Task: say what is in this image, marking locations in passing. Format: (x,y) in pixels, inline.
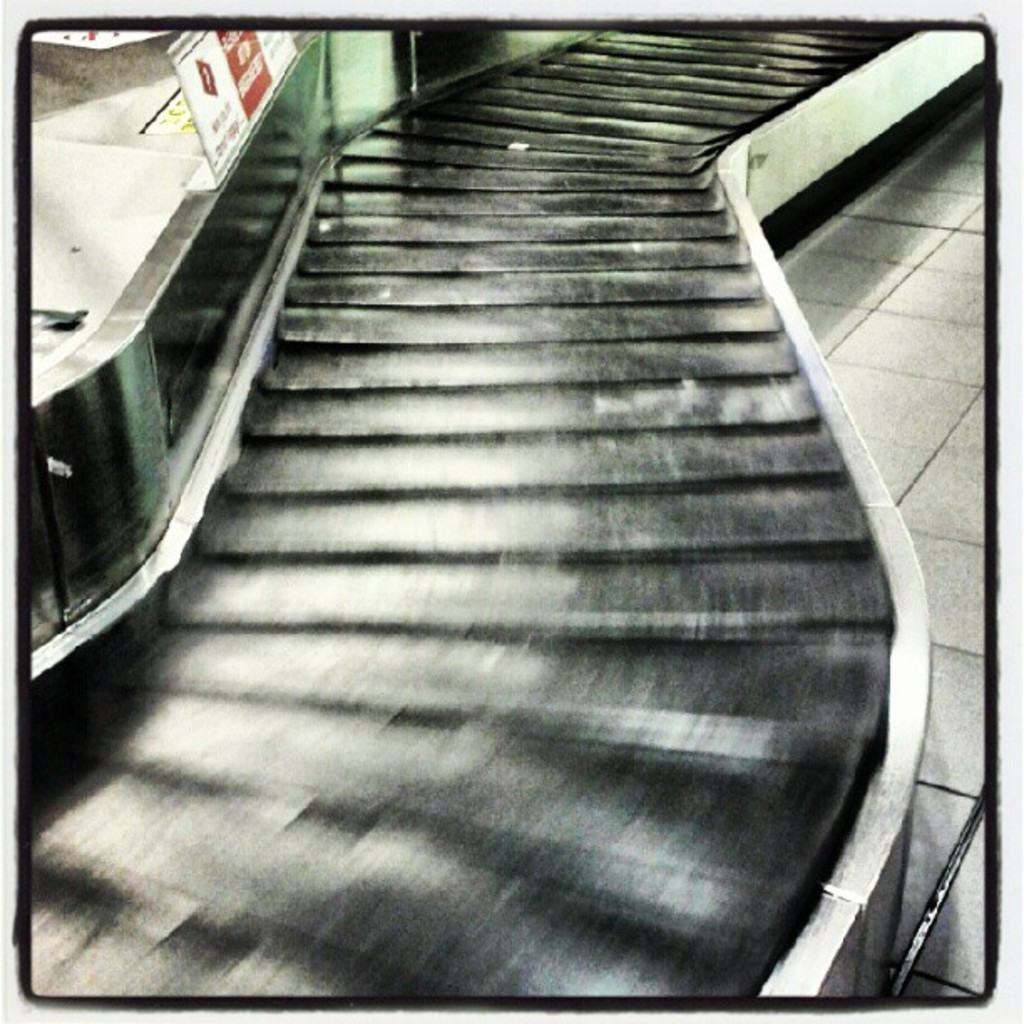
In this image it looks like a conveyor belt (661,201) on the floor (884,465). And at the side there is a board (225,164) and the text (214,88) written on it.
